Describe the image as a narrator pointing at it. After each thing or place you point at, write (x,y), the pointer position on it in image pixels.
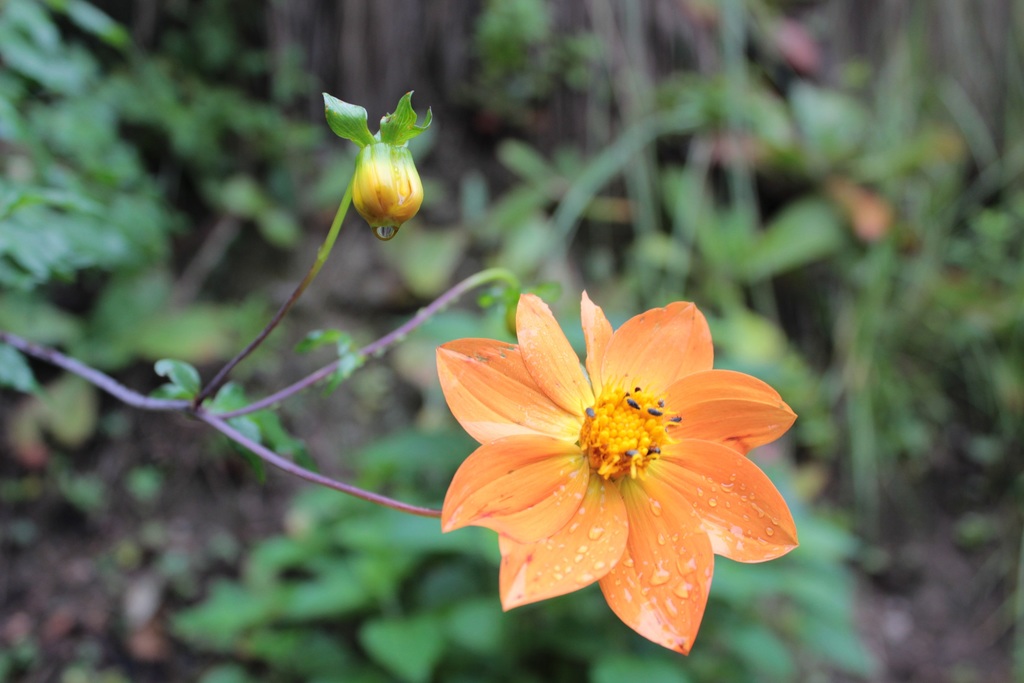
In this picture there is a flower plant (777,404) on the left side of the image (214,381) and there are other plants (538,282) in the background area of the image (446,251), there is a bud (391,152) on the left side of the image (336,122).
